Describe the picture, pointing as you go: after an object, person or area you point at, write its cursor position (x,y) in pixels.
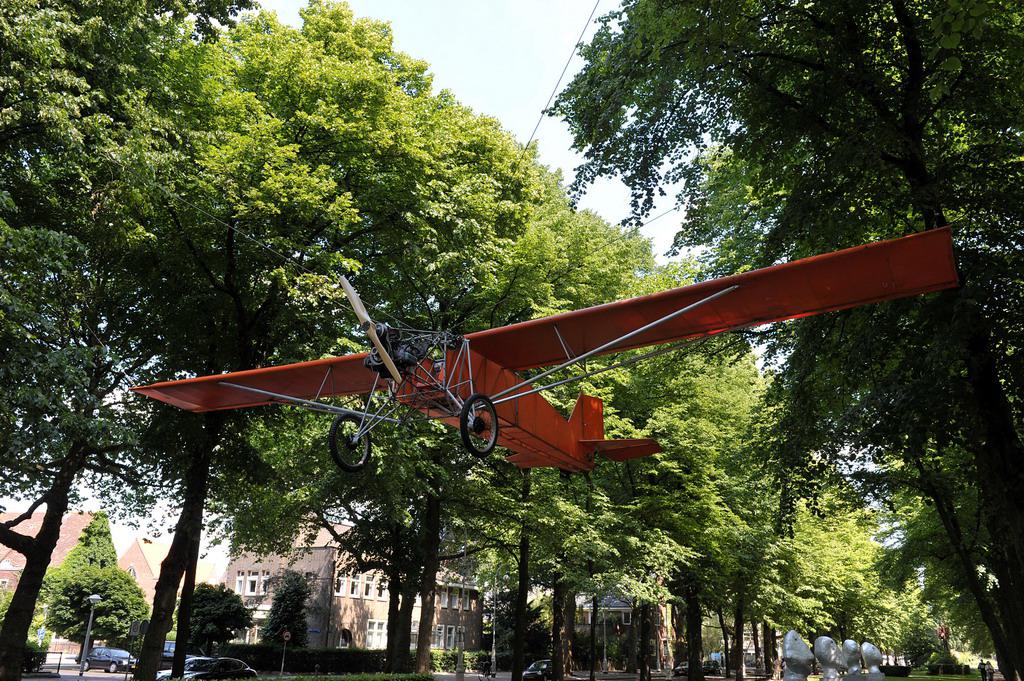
In this image there is an aircraft (429,397) in the middle (429,397). In the background (603,229) there are trees (682,108). At the bottom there is a road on which there are cars (192,665). On the left side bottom there are buildings (261,569) one beside the other. At the top (490,51) there is the sky (490,51).
